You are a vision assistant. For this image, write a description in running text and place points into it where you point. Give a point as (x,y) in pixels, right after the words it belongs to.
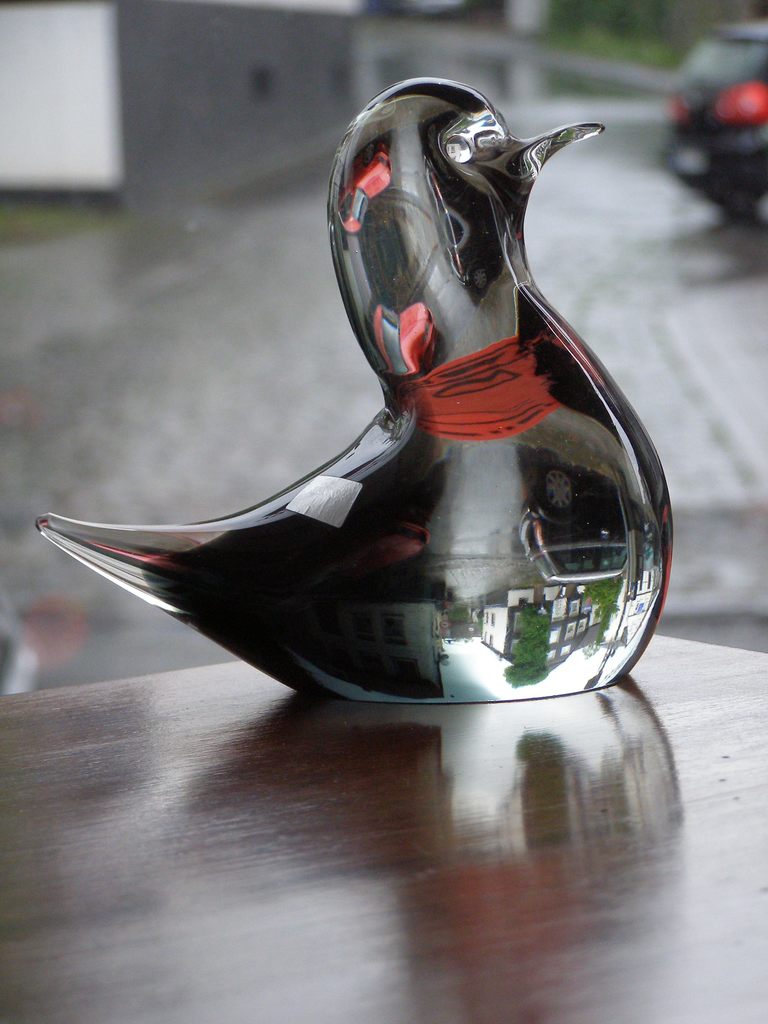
In this image there is a bird structure (435,397) made from glass (428,432).
